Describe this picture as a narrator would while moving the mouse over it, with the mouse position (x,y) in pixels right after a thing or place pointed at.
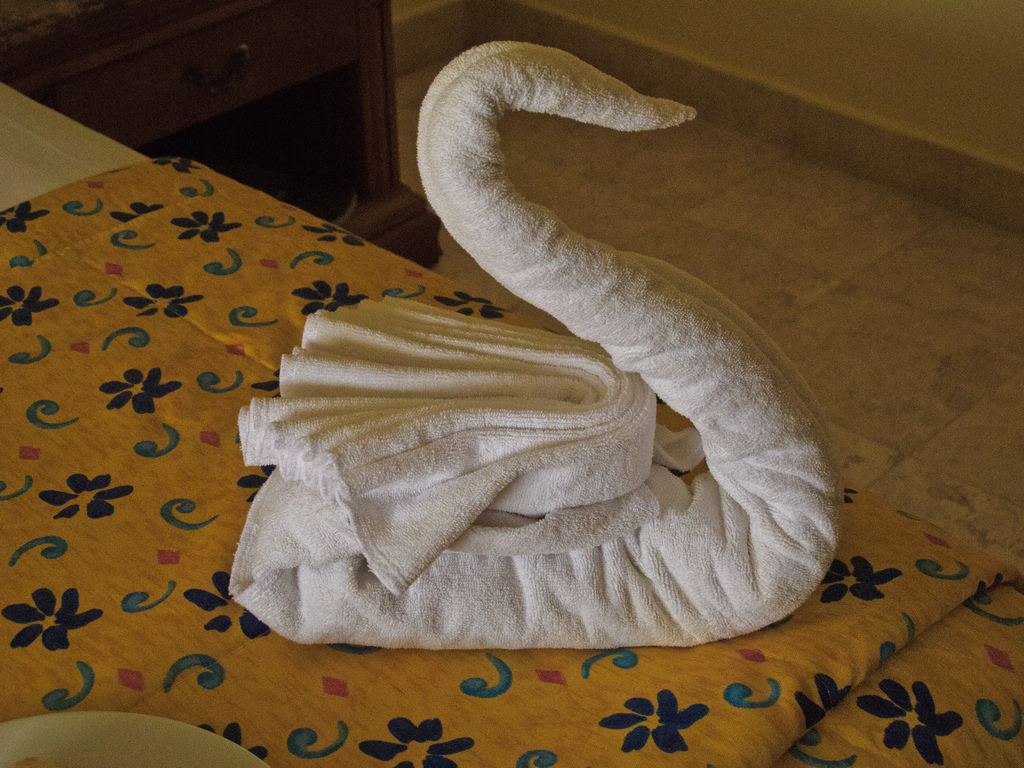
In this image we can see towel (307,465) on the bed (56,699). In the background of the image (788,62) there is a wall (570,23). There is a cupboard (143,85). To the right side of the image (937,296) there is a floor (940,415).
